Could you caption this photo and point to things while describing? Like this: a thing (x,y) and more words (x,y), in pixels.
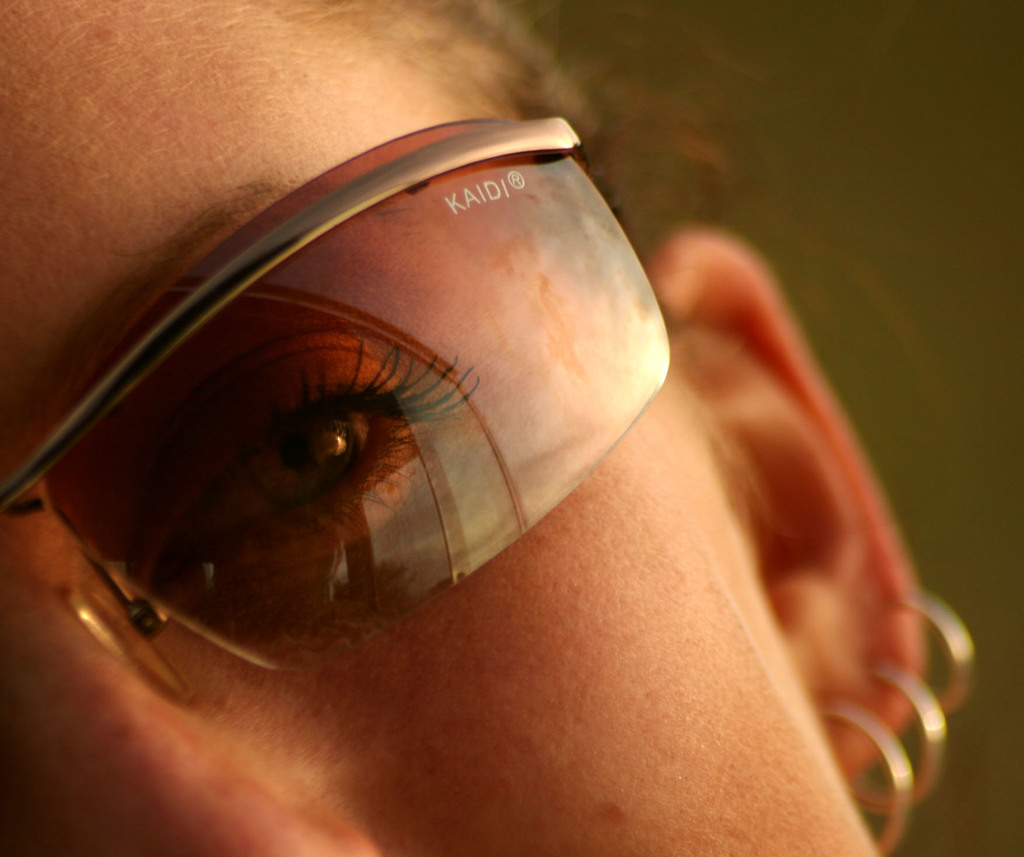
In this picture we can see a person face (283,740), spectacles (354,486), earrings (932,764) and in the background (911,332) it is blurry.
